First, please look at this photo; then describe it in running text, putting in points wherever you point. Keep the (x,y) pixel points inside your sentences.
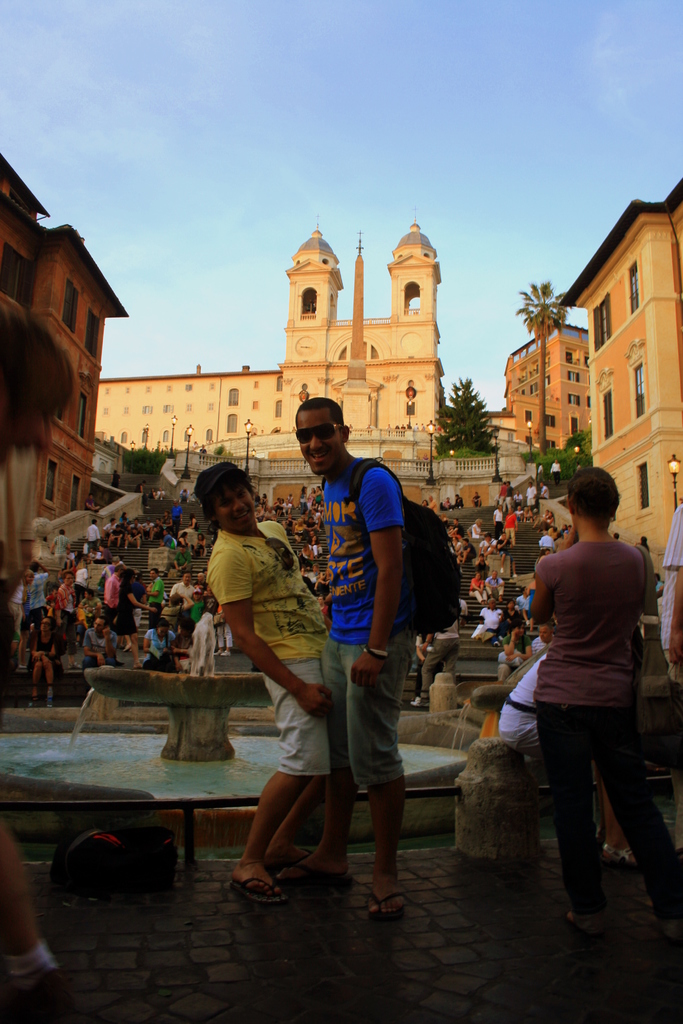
In this image, there are a few people (216,611). We can see some buildings (676,415) and stairs (191,540). We can also see the fence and the railing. We can also see some poles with lights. We can see a fountain (193,774). We can see the ground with some objects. There are a few trees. We can see the sky (159,71).
